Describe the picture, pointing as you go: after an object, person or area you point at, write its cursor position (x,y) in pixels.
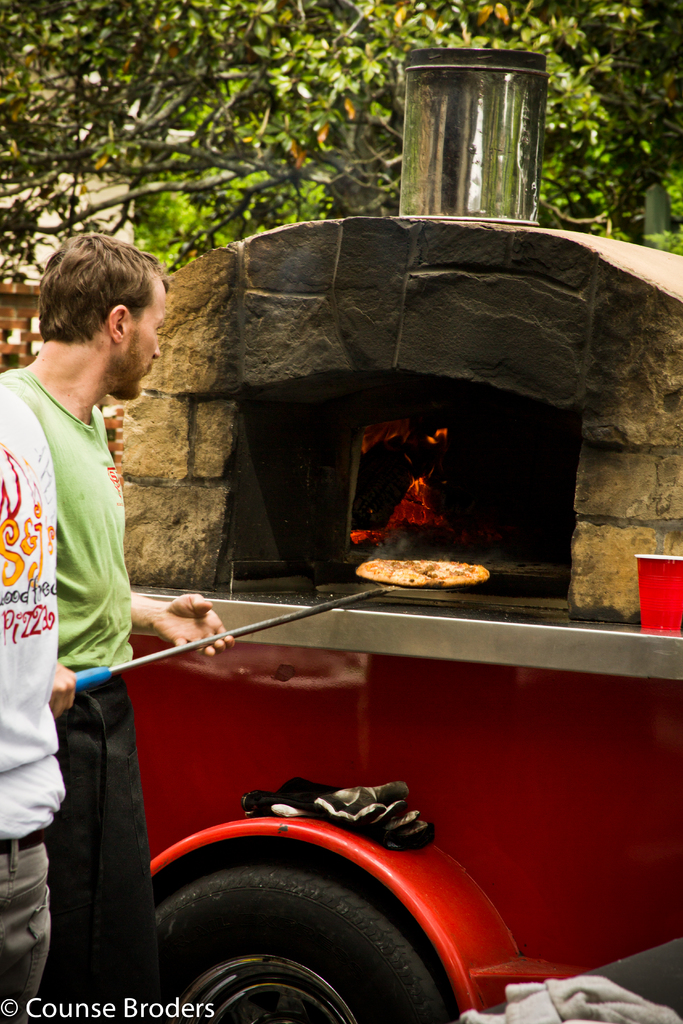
On the left side (124,690), we see two men (52,786) are standing. The man (57,476) in the green T-shirt (94,556) is holding a long spoon like thing (194,646). I think he is cooking. In front of him, we see a fireplace (412,556). On the right side (669,579), we see a red cup (653,602). At the bottom (347,849), we see the gloves (397,836) and a vehicle (362,836) in red color. In the background (164,167), we see the trees (199,154) and a building (67,216).
